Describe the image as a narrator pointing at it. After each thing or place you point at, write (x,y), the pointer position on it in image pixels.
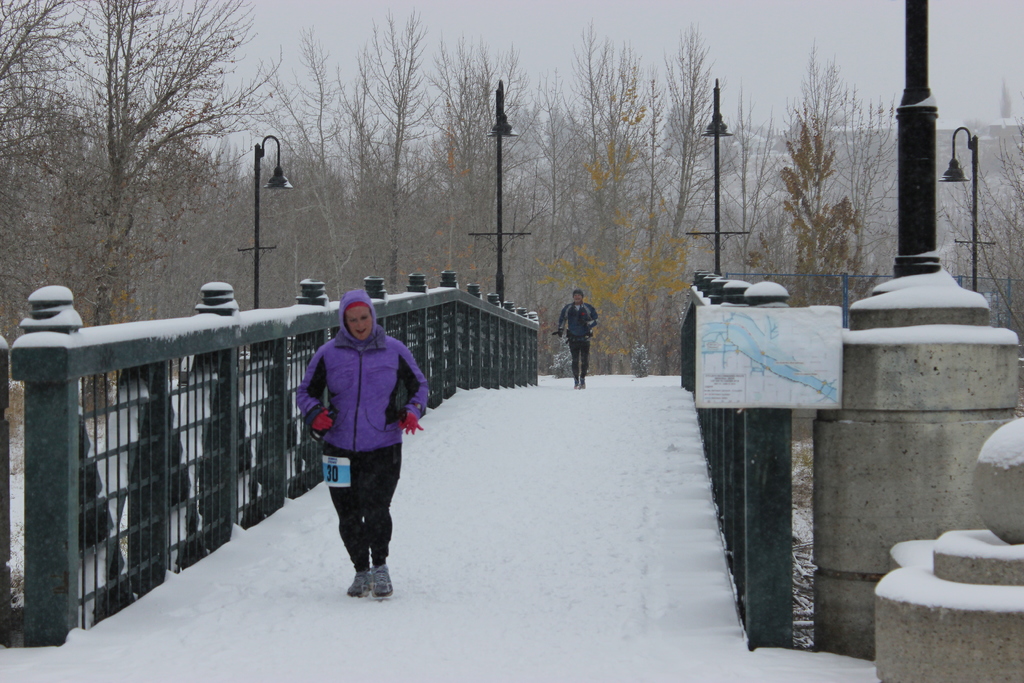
In the image we can see two people (393,406) wearing clothes (347,415), gloves (410,424) and shoes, and they are walking on the snow (529,513). Everywhere there is a snow (295,556) white in color, this is a fence (224,379), light pole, poster (735,345), trees (604,253) and a sky (314,23).
